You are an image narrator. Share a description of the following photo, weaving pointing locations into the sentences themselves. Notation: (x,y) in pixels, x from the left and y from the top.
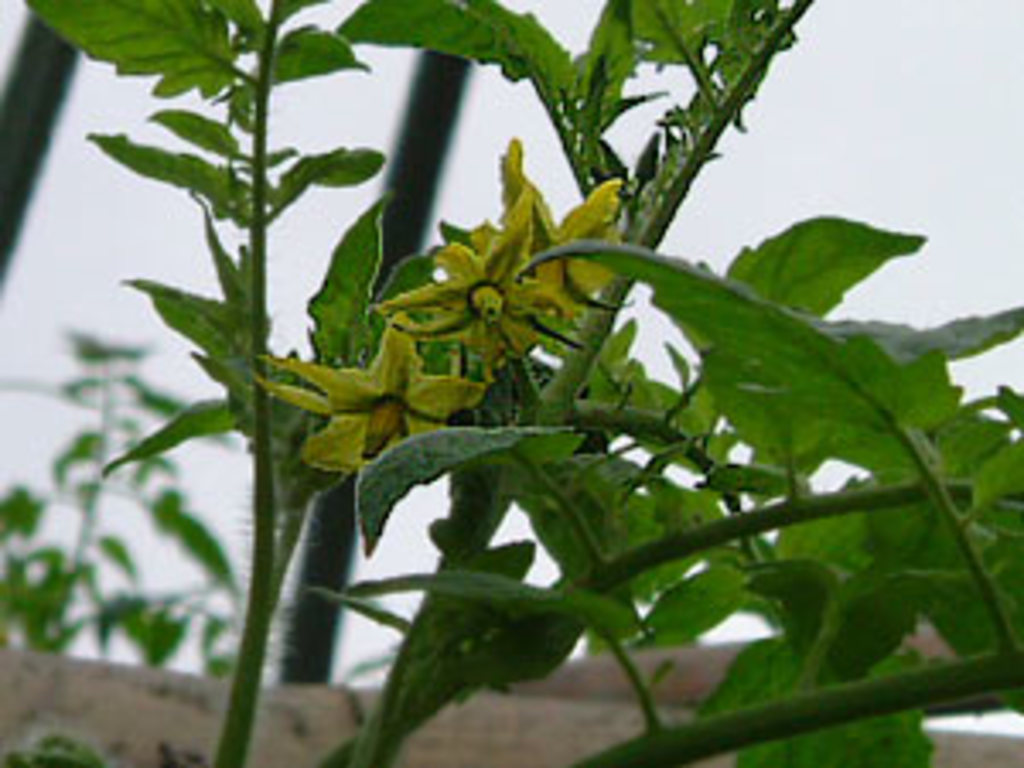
In this image there is a plant (606,619) truncated, there are flowers (380,437) on the plant (492,317), there is an object (109,718) truncated towards the bottom of the image (480,724), at the background of the image (150,228) there is the sky (278,224) truncated.
